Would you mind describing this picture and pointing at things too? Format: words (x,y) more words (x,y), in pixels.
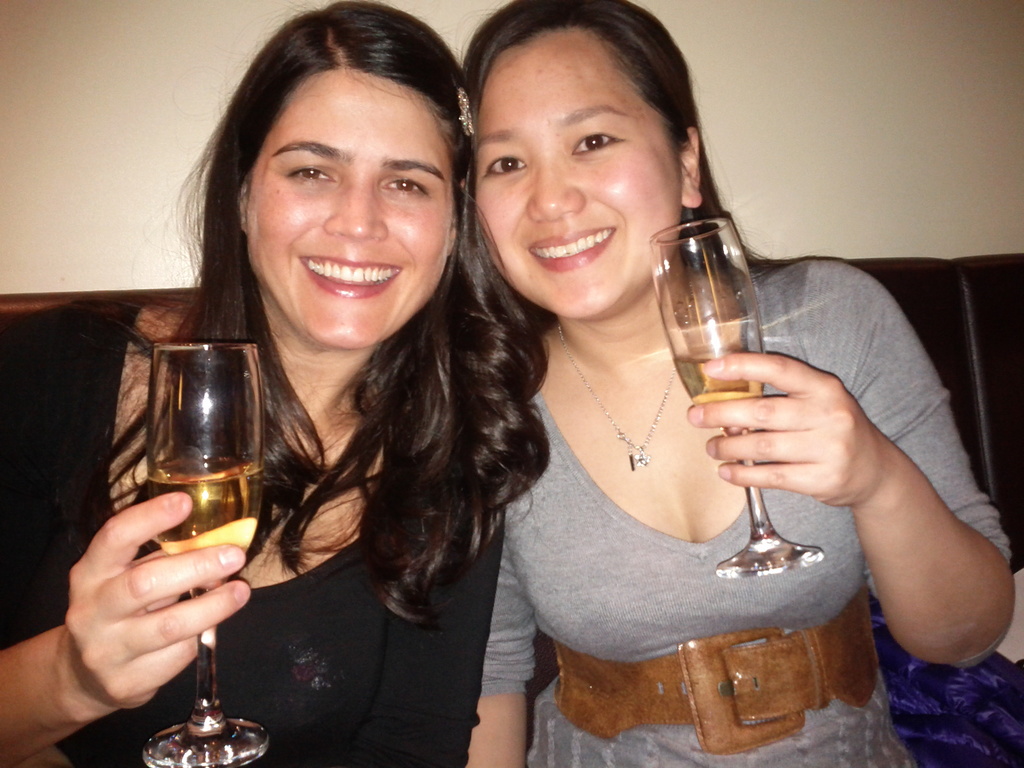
In the image we can see there are women (793,594) who are sitting in front (13,538) and they are holding wine glass (720,396) in their hand (127,565) which is filled with wine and they both are smiling. They are sitting on sofa (931,285), at the back (843,109) there is wall (878,130) which is of white colour.
